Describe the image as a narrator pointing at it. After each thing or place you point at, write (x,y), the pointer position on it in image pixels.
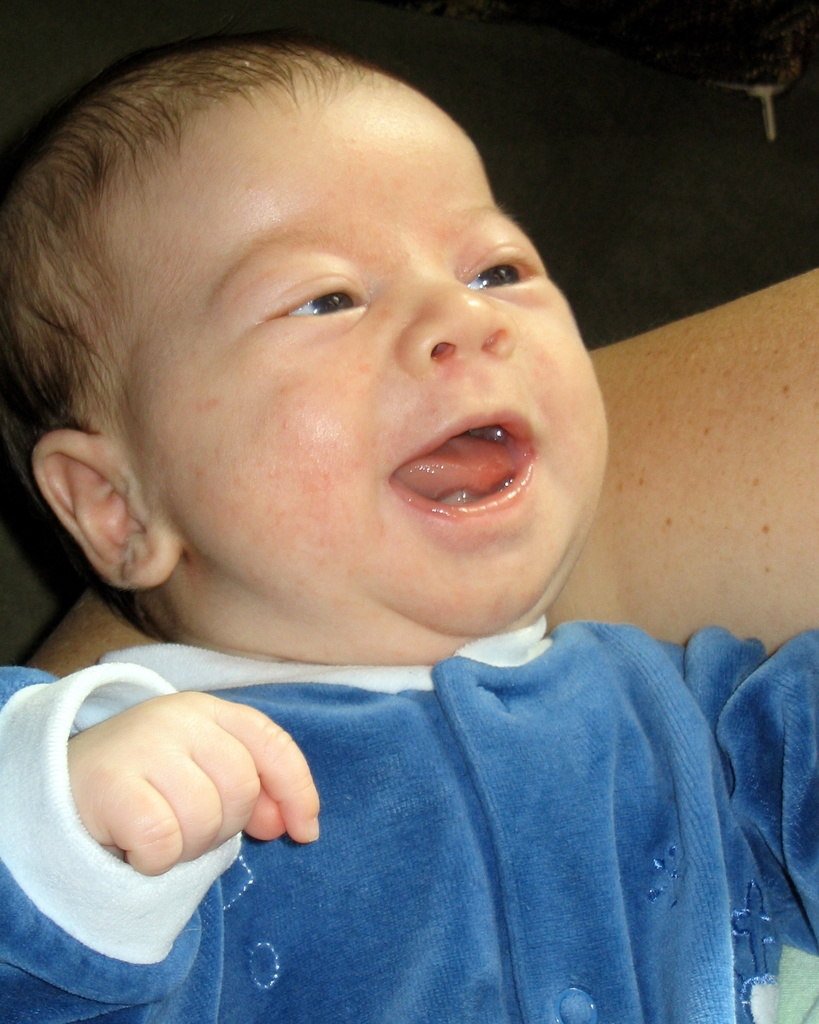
In this picture there is a boy (565,930) with blue dress (584,937). There is a person (598,598) holding the boy (399,755).
